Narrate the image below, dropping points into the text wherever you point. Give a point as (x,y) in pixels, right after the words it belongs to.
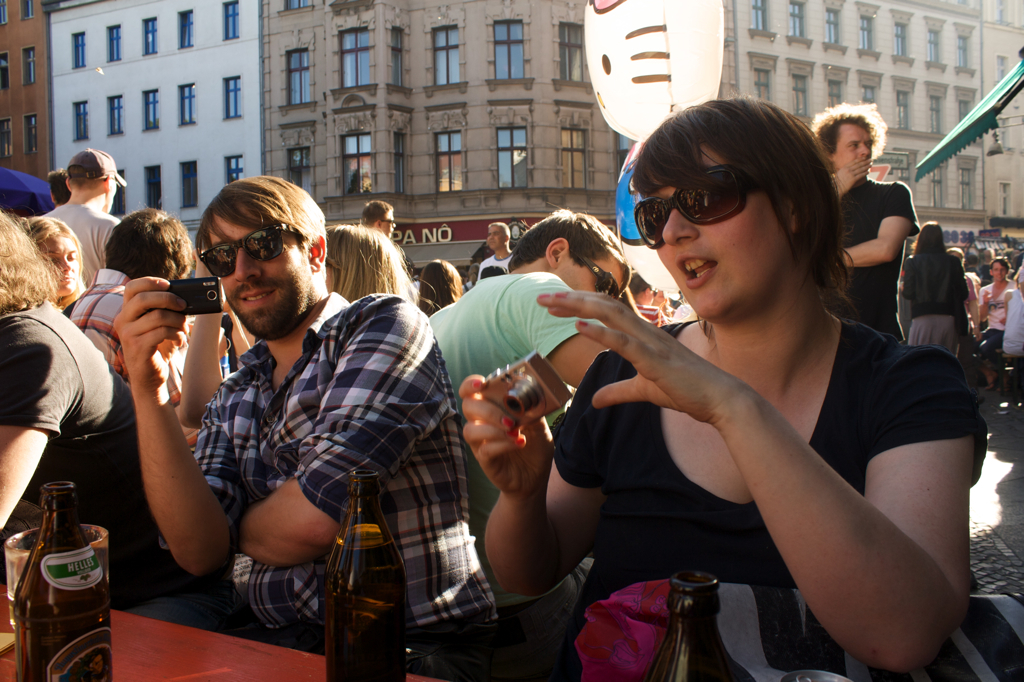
In this picture I can see there is a man (297,268) and a woman (848,515) sitting and they are holding the camera (559,391). In the backdrop (417,229) I can see there is a balloon (620,231) and there are buildings (394,128) and it has glass windows (451,147).
